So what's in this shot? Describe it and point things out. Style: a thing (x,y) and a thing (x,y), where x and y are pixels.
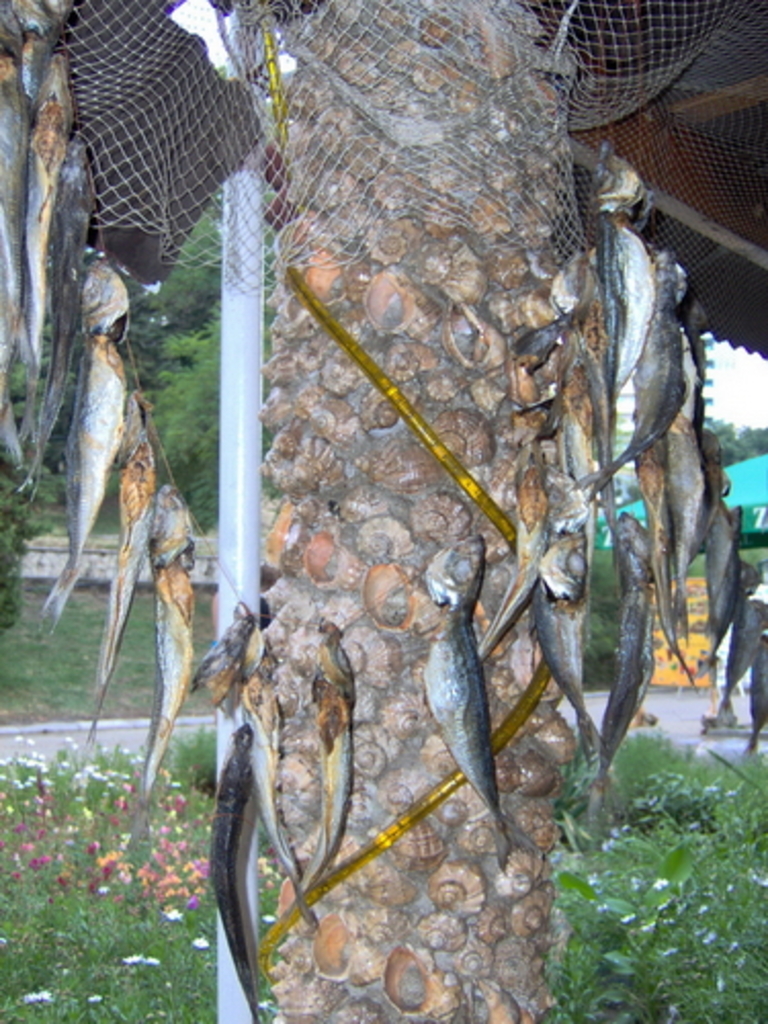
In the middle (402,485) it is a pillar (435,820), there are fishes (339,767) that are hung to this pillar (324,398). At the bottom (197,855) there are flower plants (131,848).
